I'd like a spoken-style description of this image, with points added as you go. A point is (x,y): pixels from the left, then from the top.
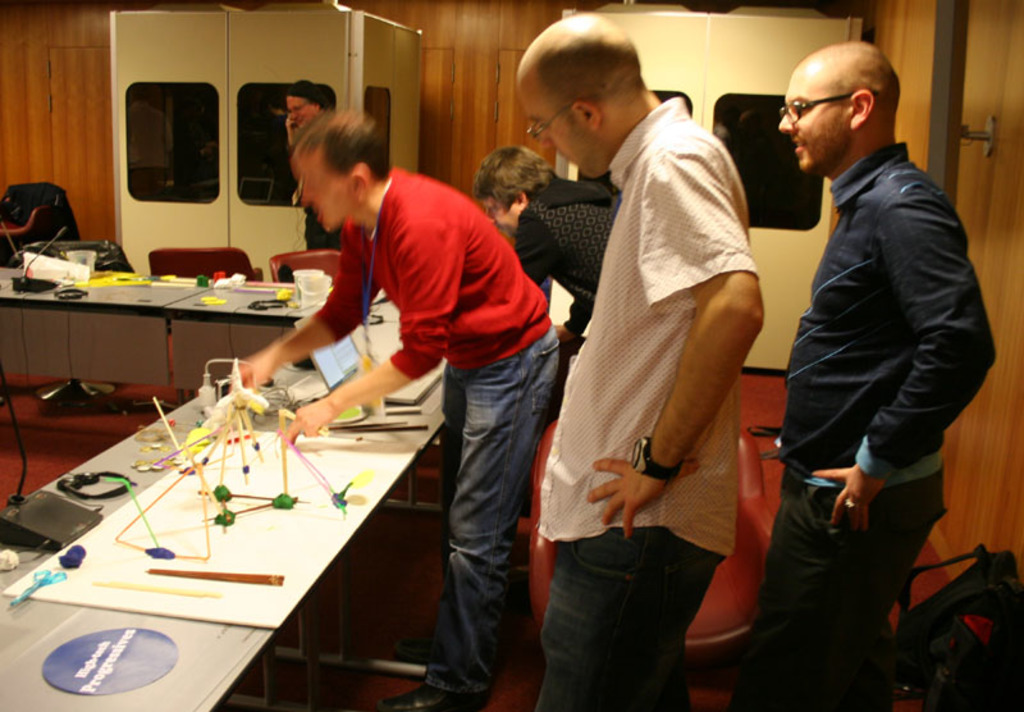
This is a picture taken in a room (570,302), there are a group of people (587,283) standing on the floor (338,693) in front of this people (519,289) there is a table (31,647) on the table (111,619) there is a paper (193,599) and some sticks (199,471), laptop (337,364) and a microphone (44,252). Background of this people (355,304) there is a wooden wall (457,76) and chairs (208,258).
